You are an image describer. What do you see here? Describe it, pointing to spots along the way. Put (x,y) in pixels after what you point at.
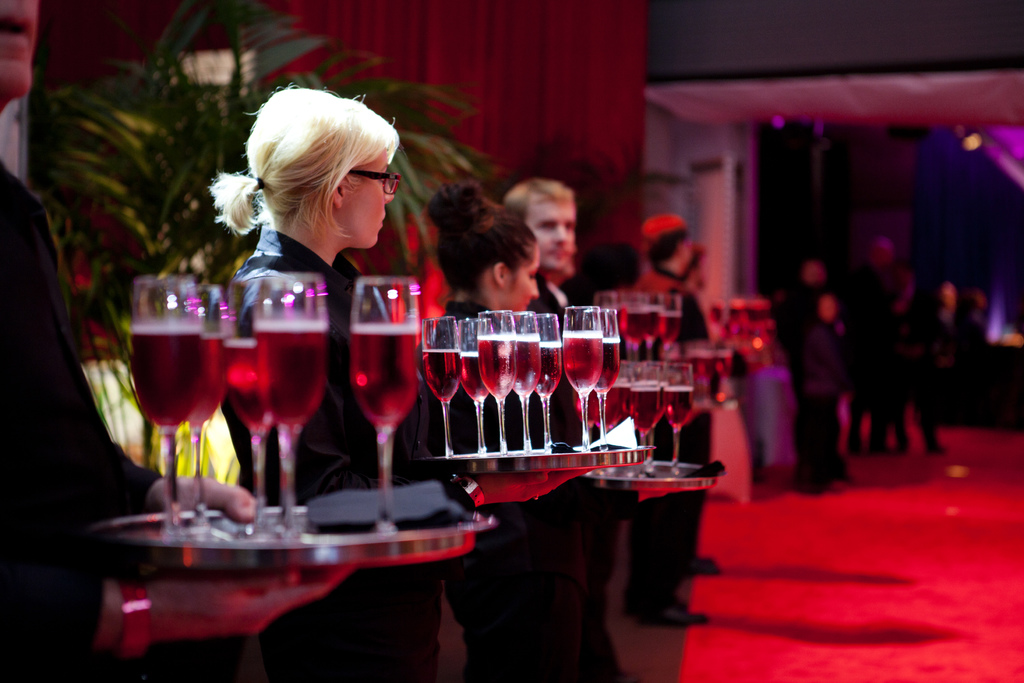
In this image we can see a few people (807,303) standing, among them some are holding plates (229,531) with some juice glasses (220,340), there are some plants (367,90), lights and a curtain (513,78).
